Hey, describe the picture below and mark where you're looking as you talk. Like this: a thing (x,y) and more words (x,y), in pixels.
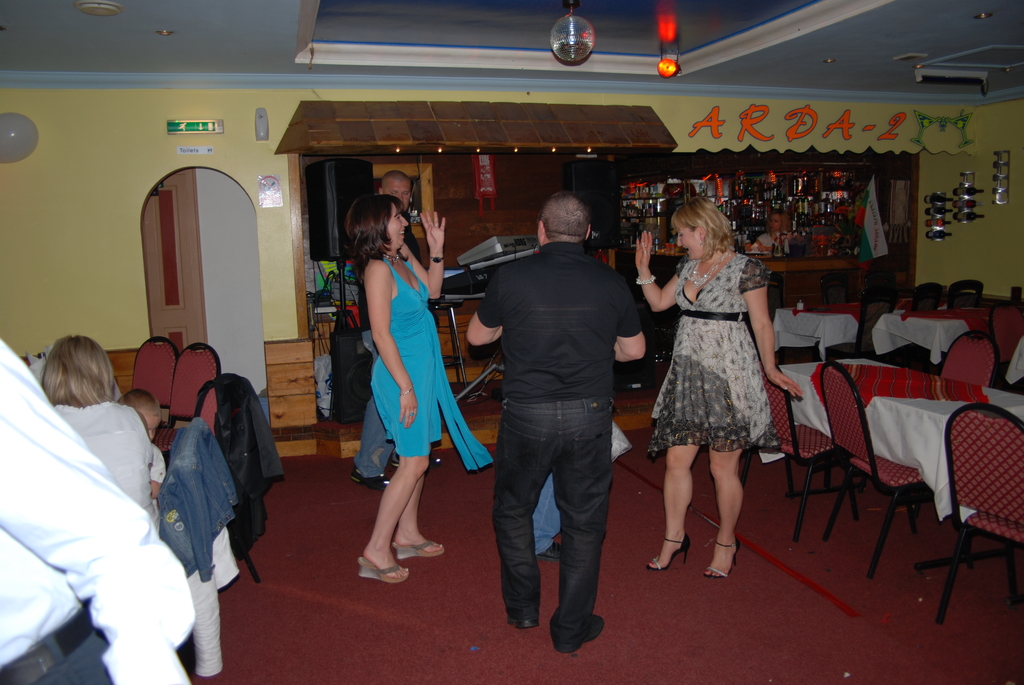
As we can see in the image there is a yellow color wall (86,194), door (177,263), few people (80,577) sitting and standing on floor (605,620), tables (875,369) and chairs (829,392).
